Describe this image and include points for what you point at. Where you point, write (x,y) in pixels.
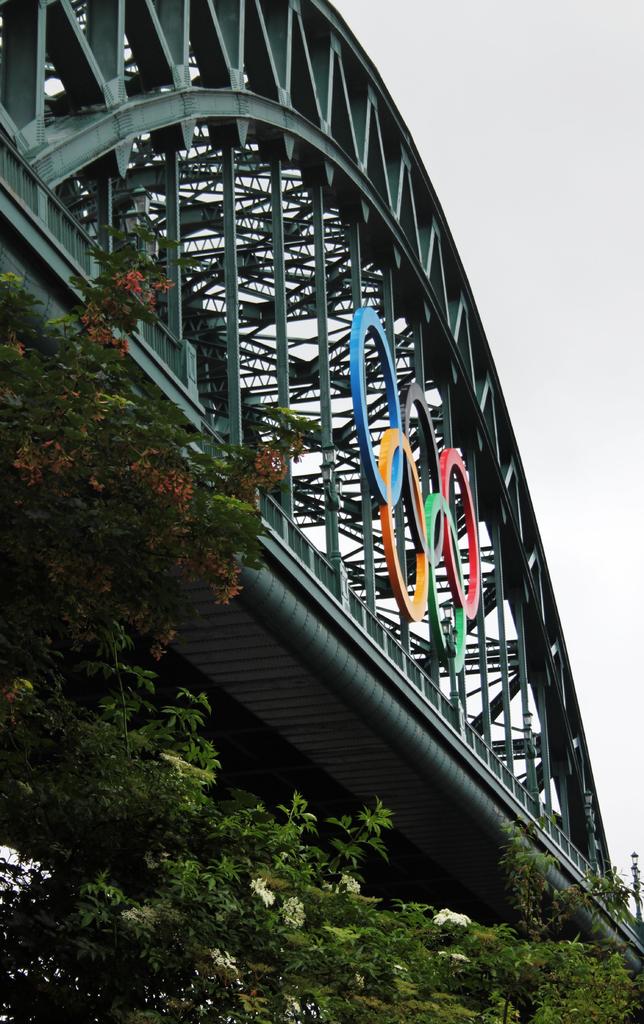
In this picture we can see some plants (98,856) from left to right. There are a few colorful objects (475,582) visible on the bridge (459,380).
